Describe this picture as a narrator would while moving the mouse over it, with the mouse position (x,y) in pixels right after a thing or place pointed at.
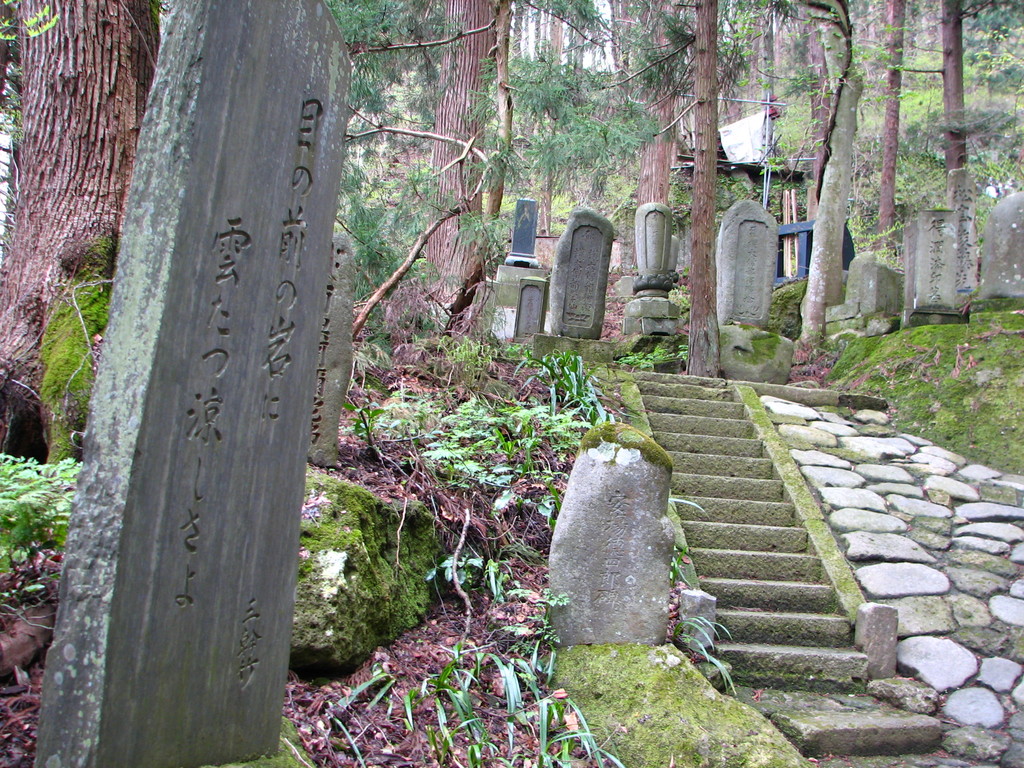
In this image I can see a concrete pole (142,349), few stairs (693,403), few trees (461,248), few rocks (751,209) and some grass (935,341). In the background (653,19) I can see few trees (599,81) and the sky (610,65).
